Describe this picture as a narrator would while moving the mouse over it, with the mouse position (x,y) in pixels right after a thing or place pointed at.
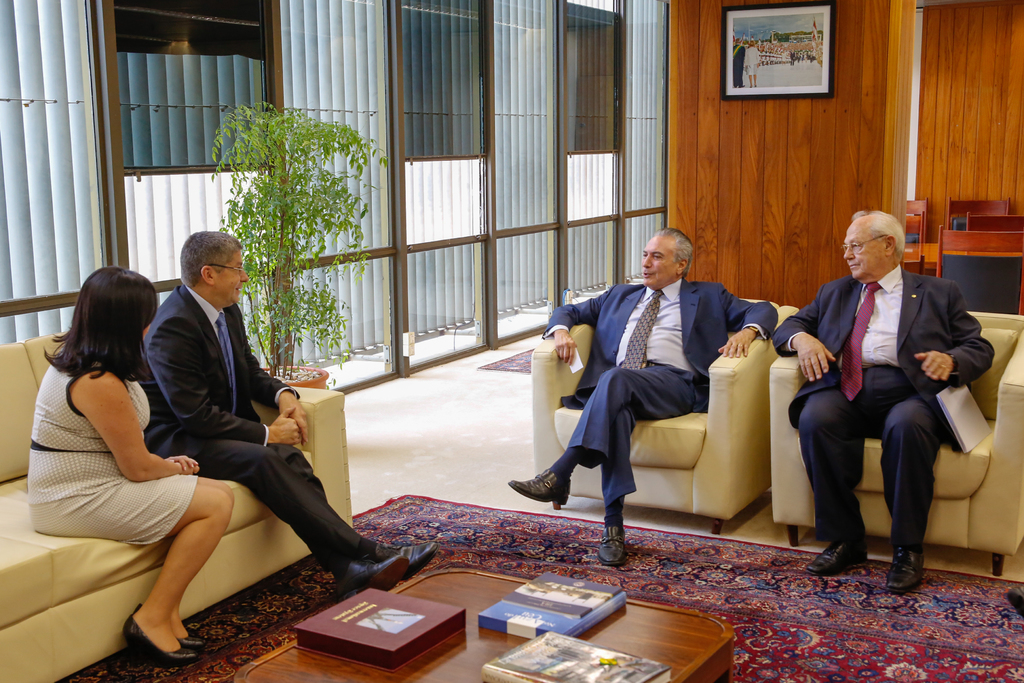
In the image we can see there are people (252,440) who are sitting on sofa (340,432) and there are two men (693,374) who are sitting on chairs (1008,374). Beside the people (292,424) there is a plant (297,253) in a pot (297,374) and in front of them there is a table (322,662) on which books (429,639) are kept and at the back (830,129) there is a wooden wall (818,165) on which there is a photo frame (781,57).
